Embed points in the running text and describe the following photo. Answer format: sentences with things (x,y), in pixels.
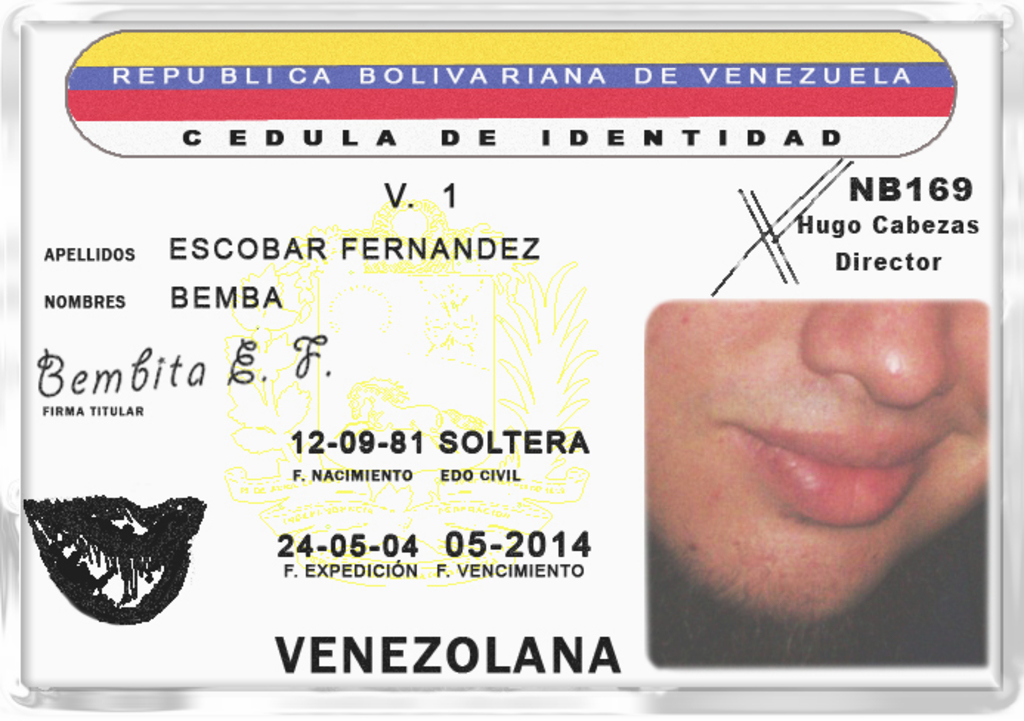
In this image I can see half face (784,447) of a person (813,417). Here I can see something is written at few places and I can also see white colour in background (460,273).
